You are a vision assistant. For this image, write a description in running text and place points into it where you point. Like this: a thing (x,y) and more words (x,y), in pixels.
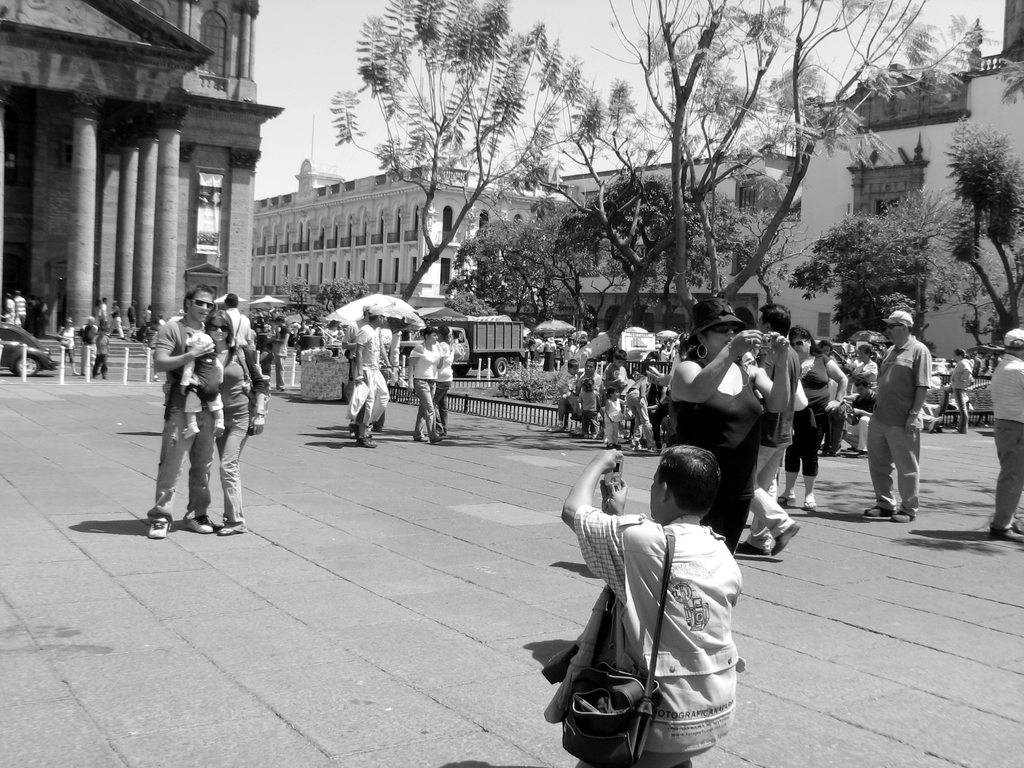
This is a black and white image where I can see a person (640,610) carrying bag (596,751) is holding a camera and clicking the pictures. In the background (830,345), we can see many people (223,330) among them few are walking on the road (446,510), few are standing and few are sitting, I can see trees (632,185), I can see vehicles (504,348) moving on the road (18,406), I can see the pillars (141,291), buildings (442,267), and the sky (332,133).
